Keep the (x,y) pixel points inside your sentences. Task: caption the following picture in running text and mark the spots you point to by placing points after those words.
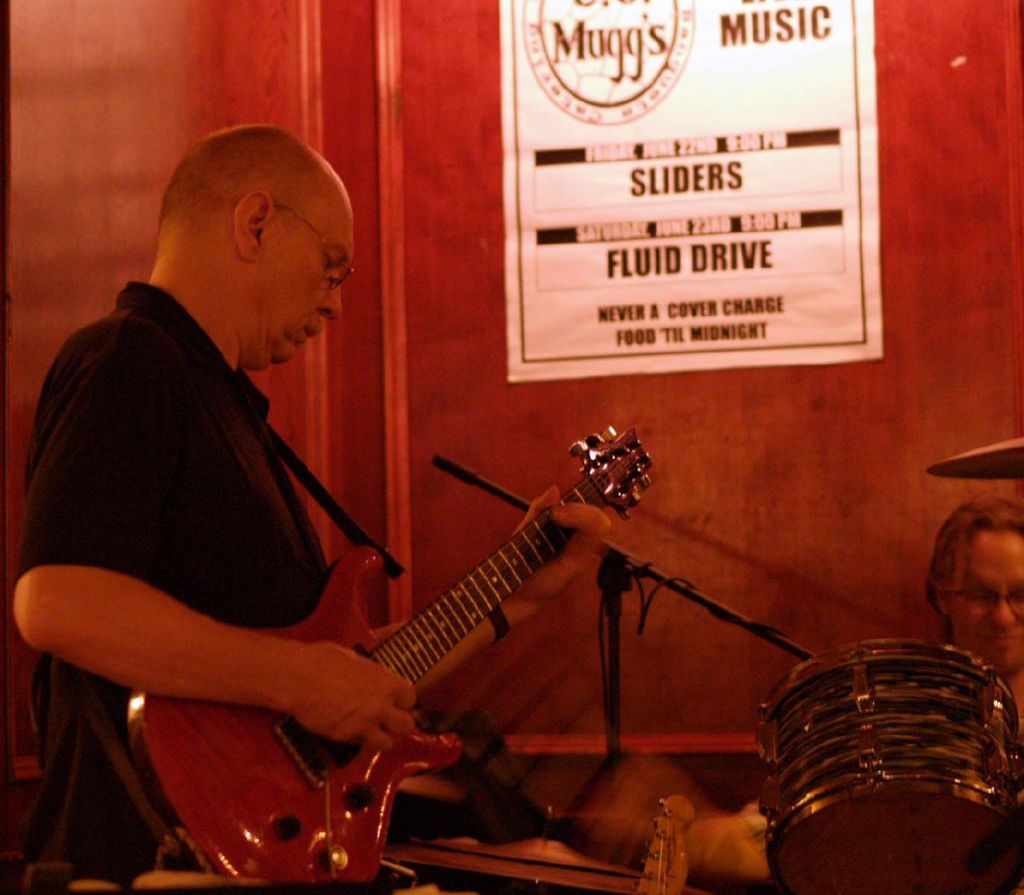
in this picture we can see a person (202,476) holding a guitar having a micro phone (615,674) in front of him, here we can also see another person (990,597) playing drums (1004,695), here we can also see poster (783,292) which is attached to the wall (434,345) with a text (735,337) on it.
